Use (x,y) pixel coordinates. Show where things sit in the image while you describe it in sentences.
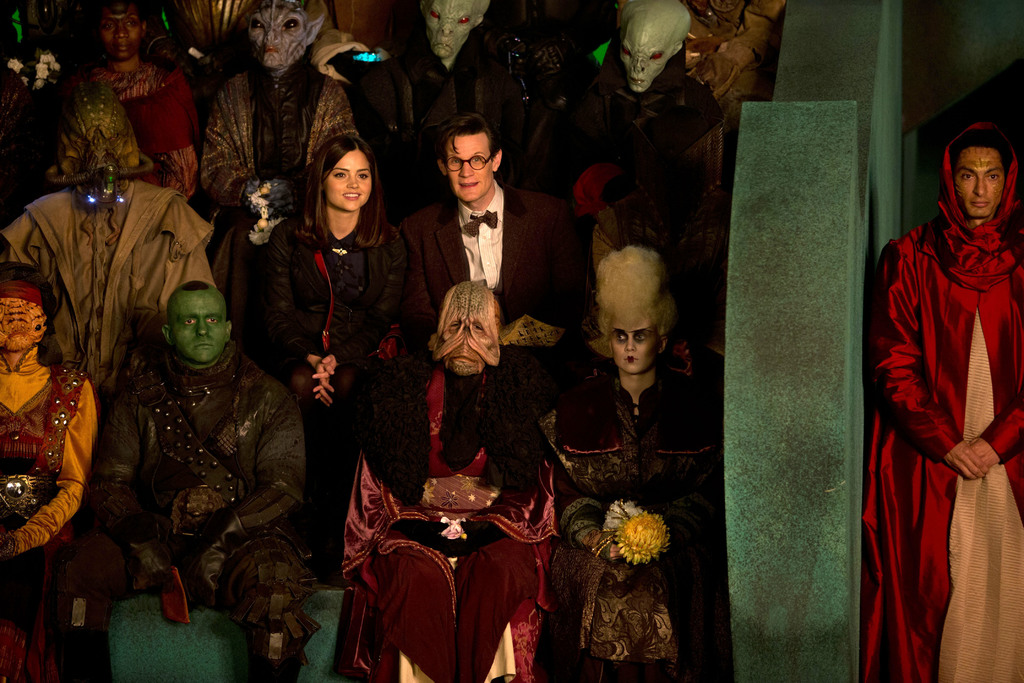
In this image we can see people (263,76) sitting on the benches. The people (287,98) are wearing costumes (317,320) and masks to their faces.
